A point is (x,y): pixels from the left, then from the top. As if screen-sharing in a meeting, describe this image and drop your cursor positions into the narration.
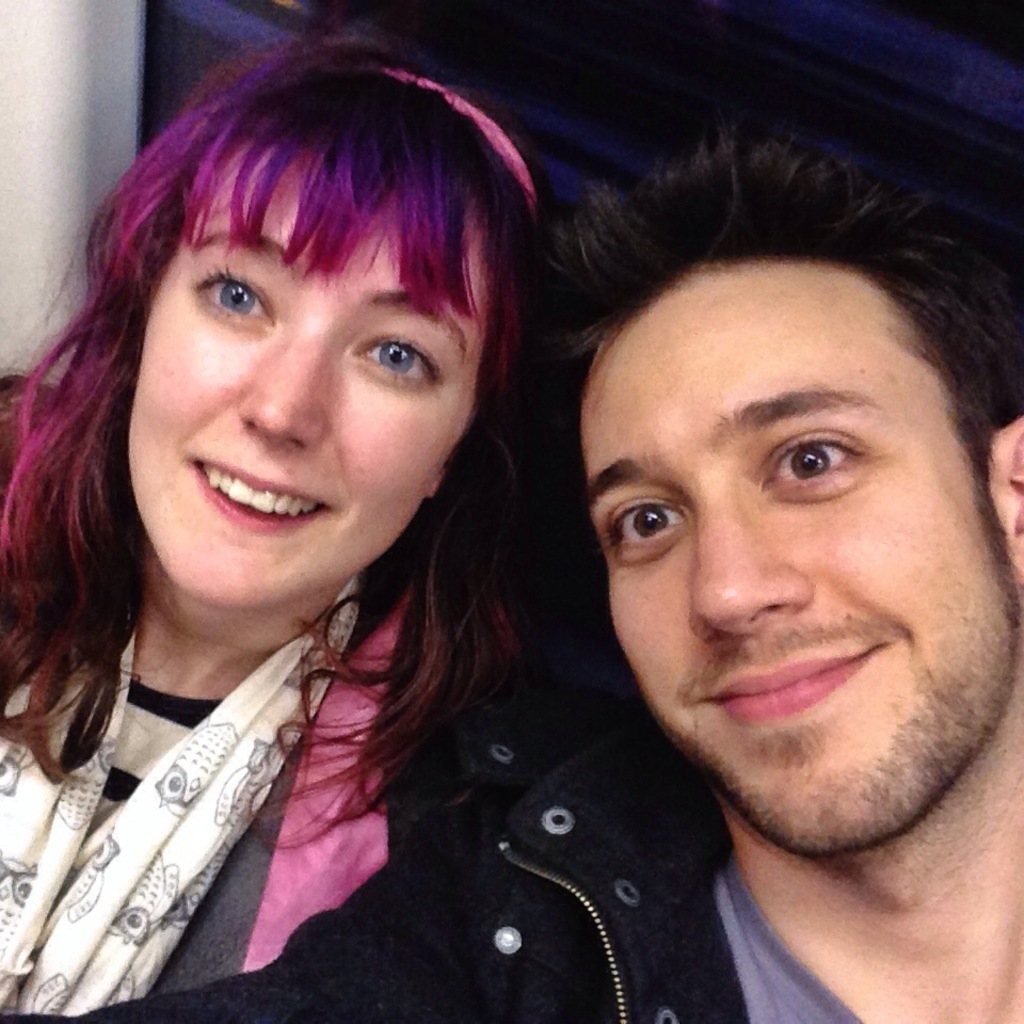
In this picture we can see two people (202,613) smiling and in the background (586,107) it is dark.
